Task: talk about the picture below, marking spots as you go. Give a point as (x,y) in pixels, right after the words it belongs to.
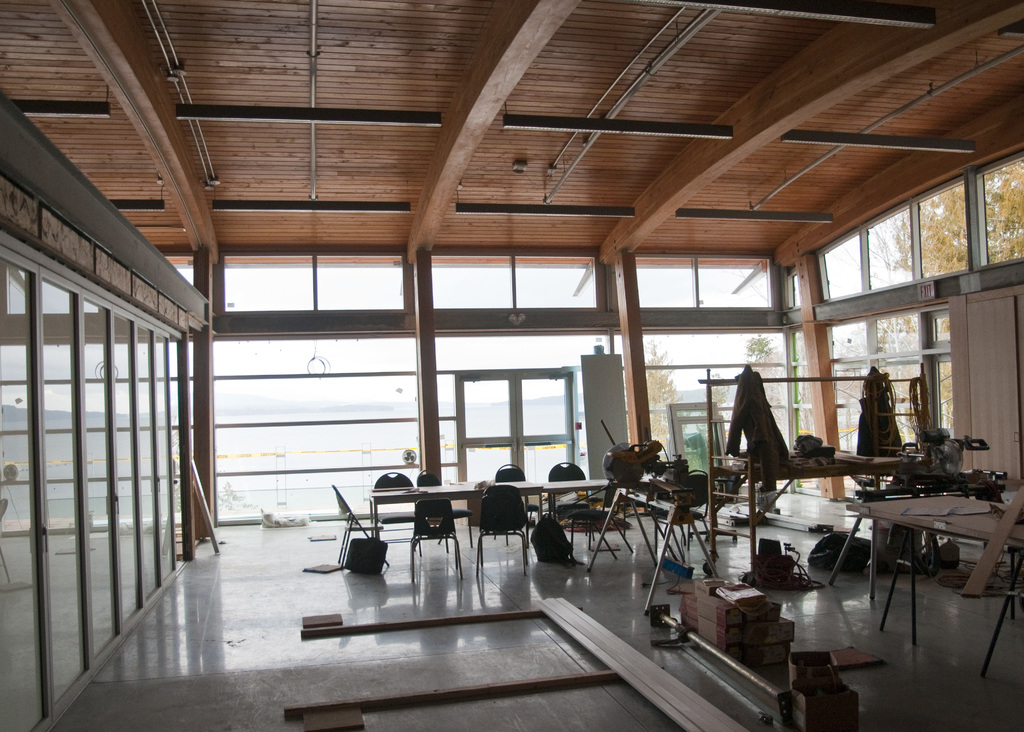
This image taken from inside the building (166,627). In this image there are a few wooden objects (848,652), machines (657,478), boxes (752,648), bags (358,553) are on the floor (599,601), there are a few tables (904,528) and chairs (512,474) are arranged. On the table (923,523) there are a few objects (816,456), there are glass doors (476,404) and glass windows (279,389). At the top of the image (533,107) there is a wooden ceiling (515,108), through the glass door (505,397), we can see there are trees (915,329).
